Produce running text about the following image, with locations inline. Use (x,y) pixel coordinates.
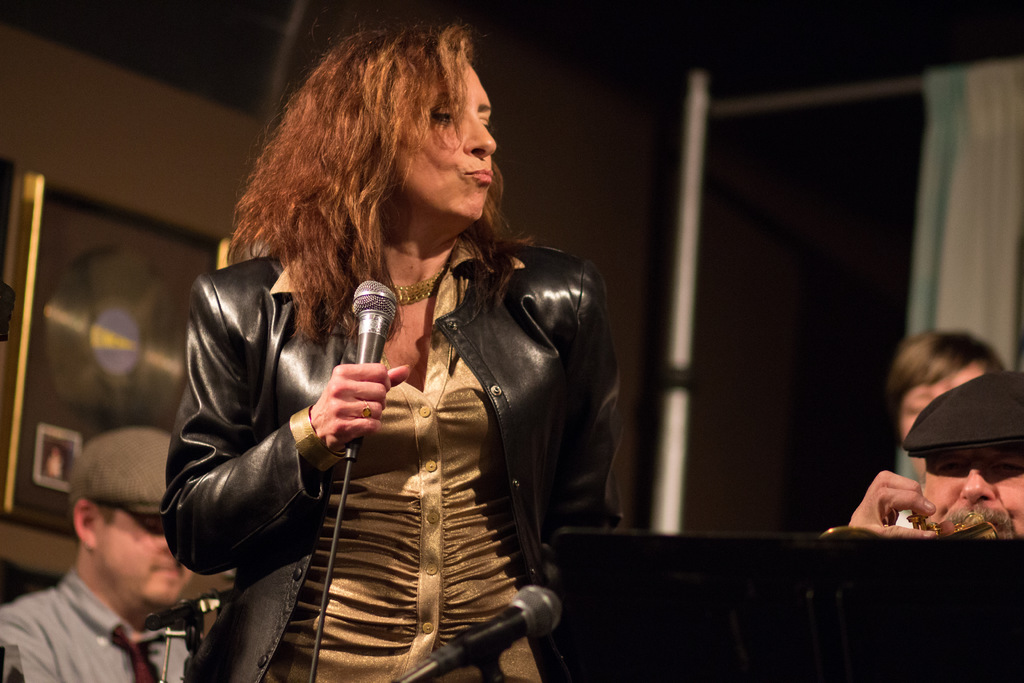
In this image there is a woman (469,314) standing and holding a microphone (378,309) in her hand (352,415), at the back ground (1015,495) there are group of person (936,366), one person (1007,507) is playing a trumpet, another person (103,597) is sitting, frame (47,487) attached to wall (174,96), curtains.
